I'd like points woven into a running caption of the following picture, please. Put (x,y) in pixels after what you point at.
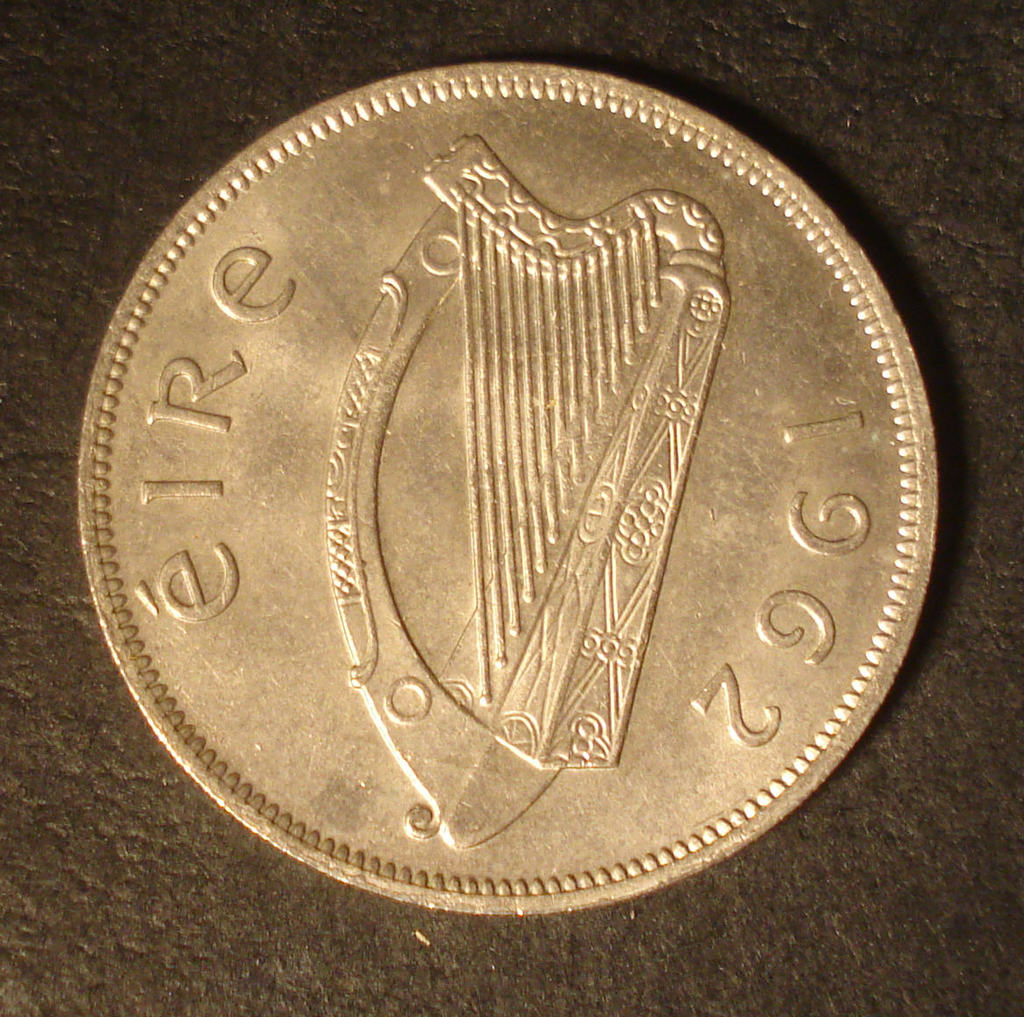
In the foreground of this picture (600,565), there is a coin (610,363) on which "harps" (625,438), "1962", and some text (145,597) "eire" is printed on it.
